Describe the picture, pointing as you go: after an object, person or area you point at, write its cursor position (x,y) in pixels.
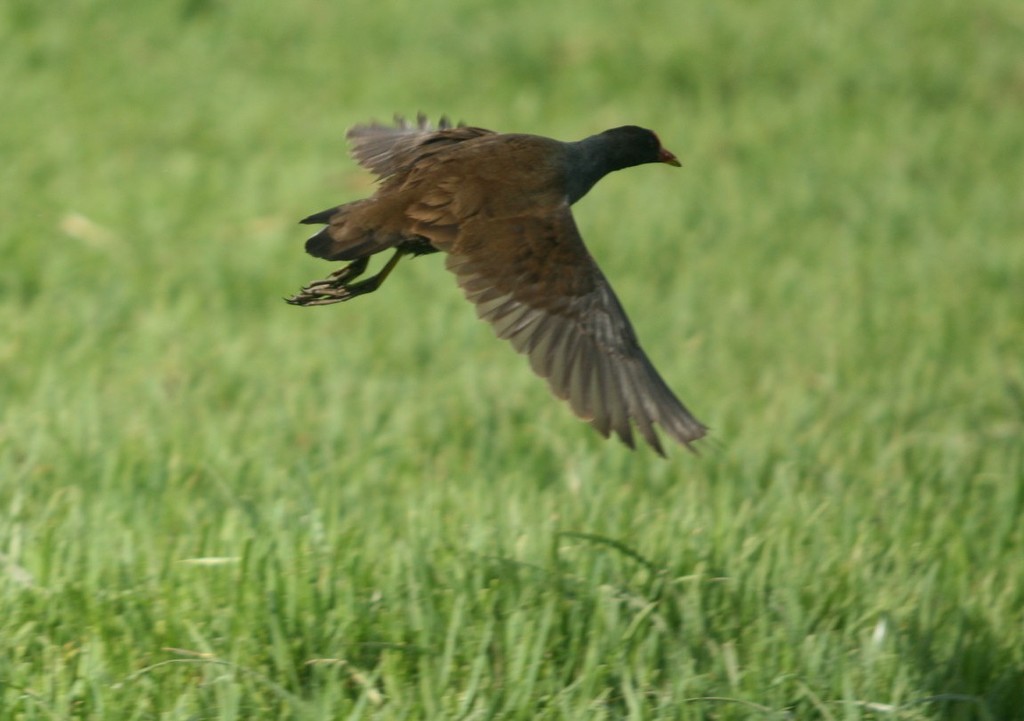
In this picture we can see a bird (611,148) flying in the air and in the background (792,337) we can see the grass (234,392).
